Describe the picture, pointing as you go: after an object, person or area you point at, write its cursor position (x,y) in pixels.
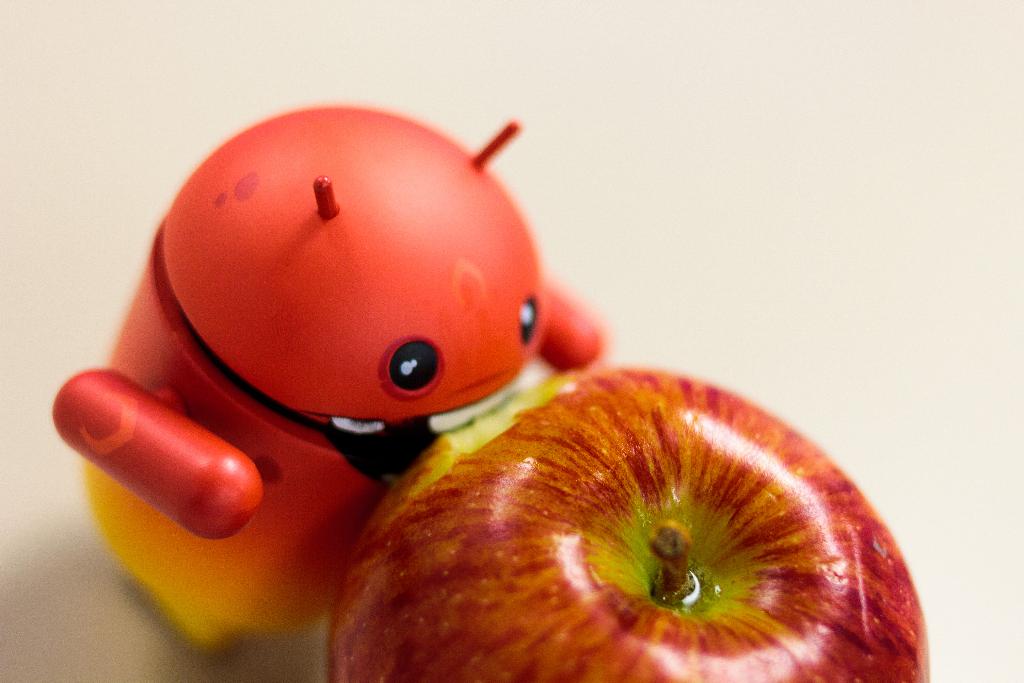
At the bottom of this image (556,522) there is an apple (550,477). Beside there is a toy (124,471). These are placed on a white surface (690,170).
